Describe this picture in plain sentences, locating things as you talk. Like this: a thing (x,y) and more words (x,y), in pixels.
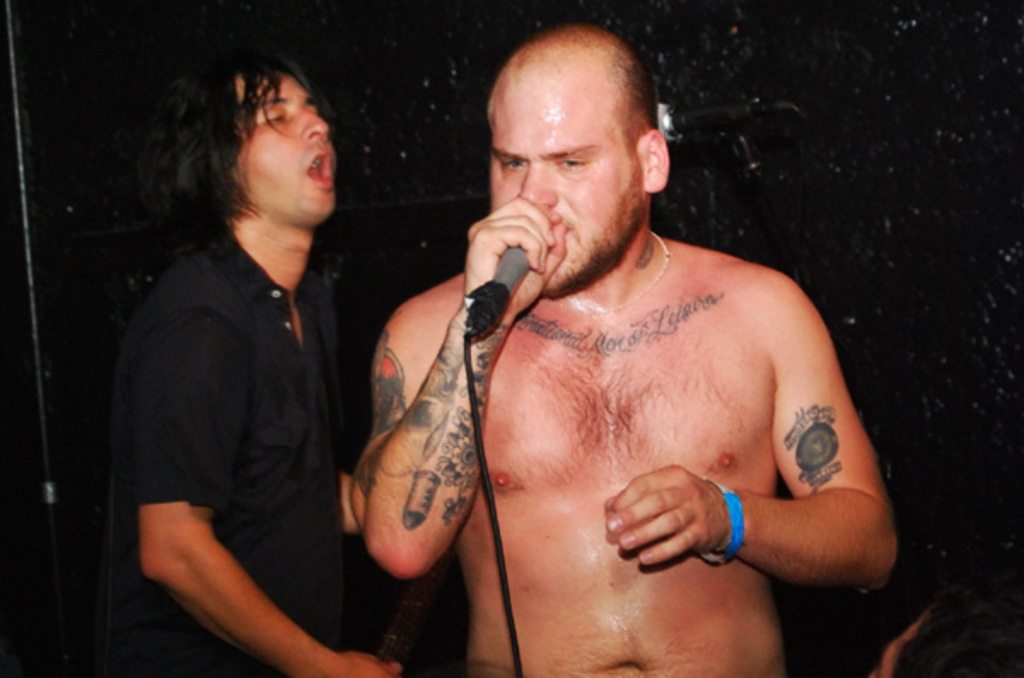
In this image I can see a person (674,430) standing, holding a microphone (490,317). A person (261,90) is standing on the left (303,460), wearing a black dress (231,501). There is a microphone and its stand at the back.
